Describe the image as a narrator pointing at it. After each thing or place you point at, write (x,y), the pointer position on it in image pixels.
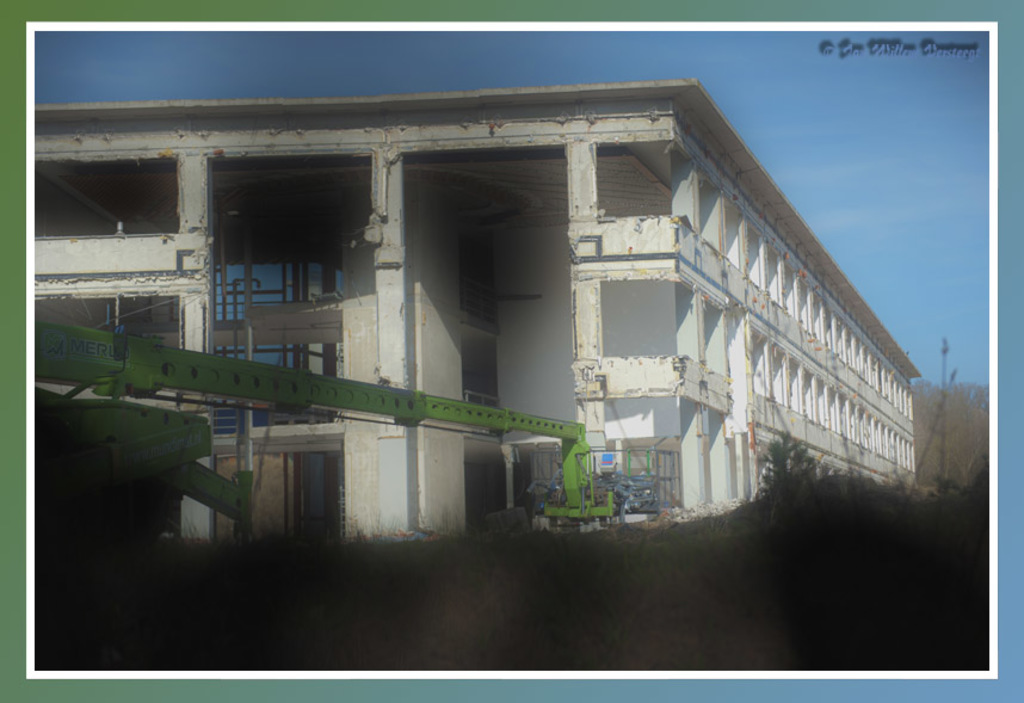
In this image I can see the crane (378,399) in green color, background (689,291) I can see the building (652,270) in white color, trees (939,414) in green color and the sky (811,105) is in blue color.
